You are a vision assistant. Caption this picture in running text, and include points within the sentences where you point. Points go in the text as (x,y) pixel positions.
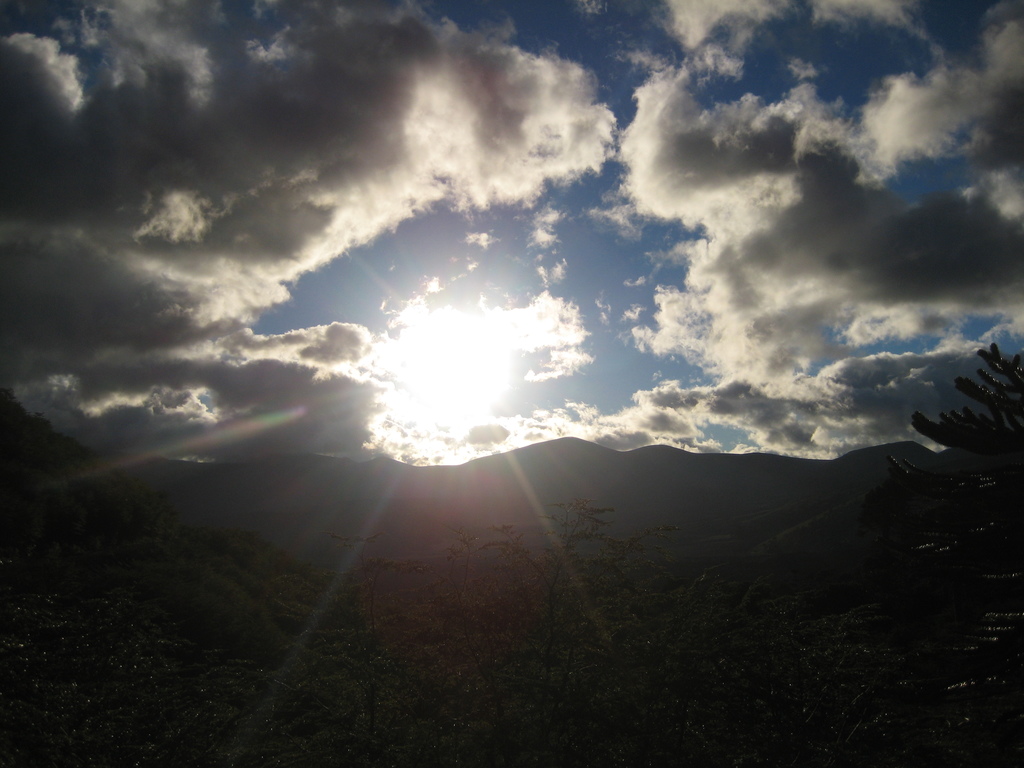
At the bottom (614,689) we can see tree (425,766). In the background (361,484) there are mountains (571,482) and we can see sun (449,395) and clouds (356,213) in the sky (526,258).
